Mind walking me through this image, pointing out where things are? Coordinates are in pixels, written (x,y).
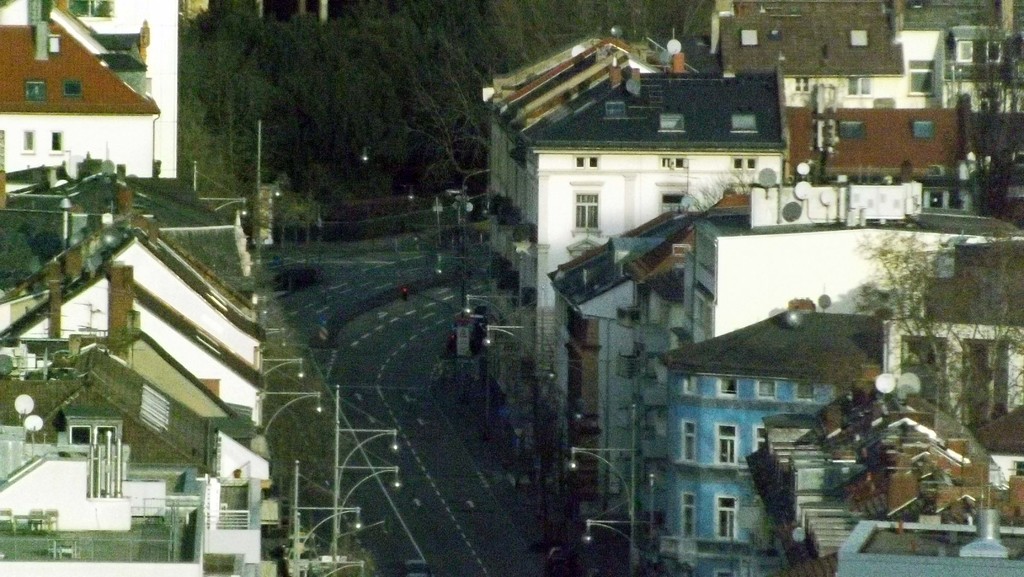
In this image we can see some buildings (839,375), on the buildings (880,338) we can see there are some dish tv's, there are some windows (695,428), poles (396,433), lights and trees (897,261).
